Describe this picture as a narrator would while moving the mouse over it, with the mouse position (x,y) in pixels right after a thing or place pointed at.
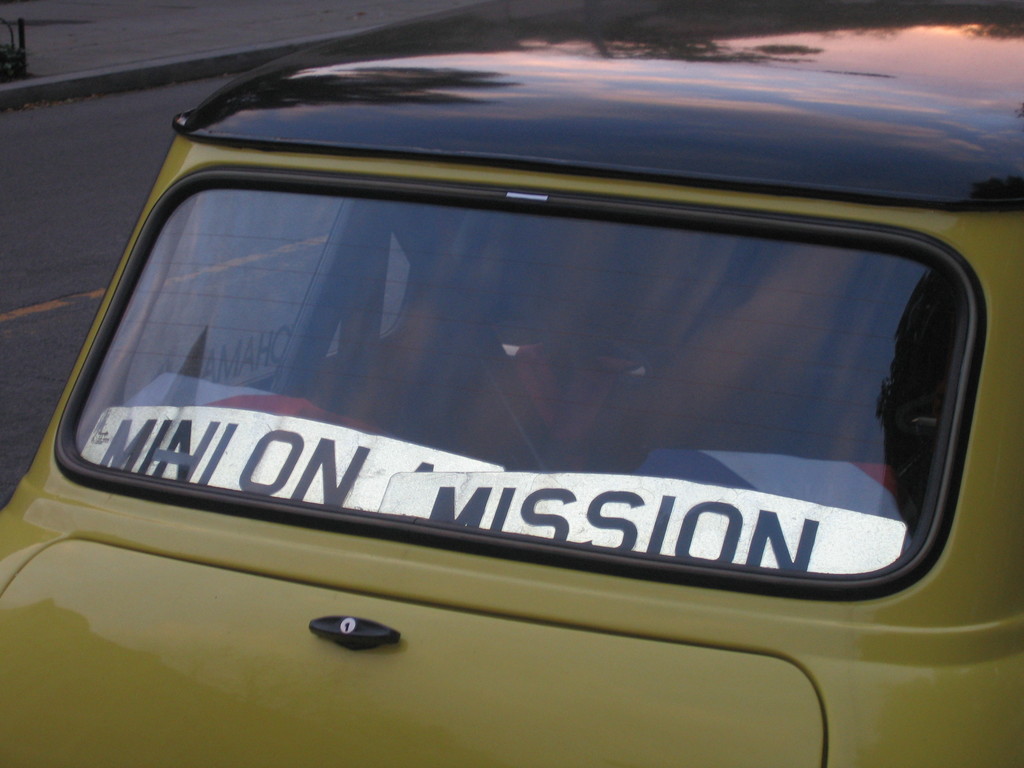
In this picture we can see a vehicle (442,644) in the front (391,728), on the left side (52,255) there is road (62,263), we can see glass (496,455) here, there is some text (435,499).
